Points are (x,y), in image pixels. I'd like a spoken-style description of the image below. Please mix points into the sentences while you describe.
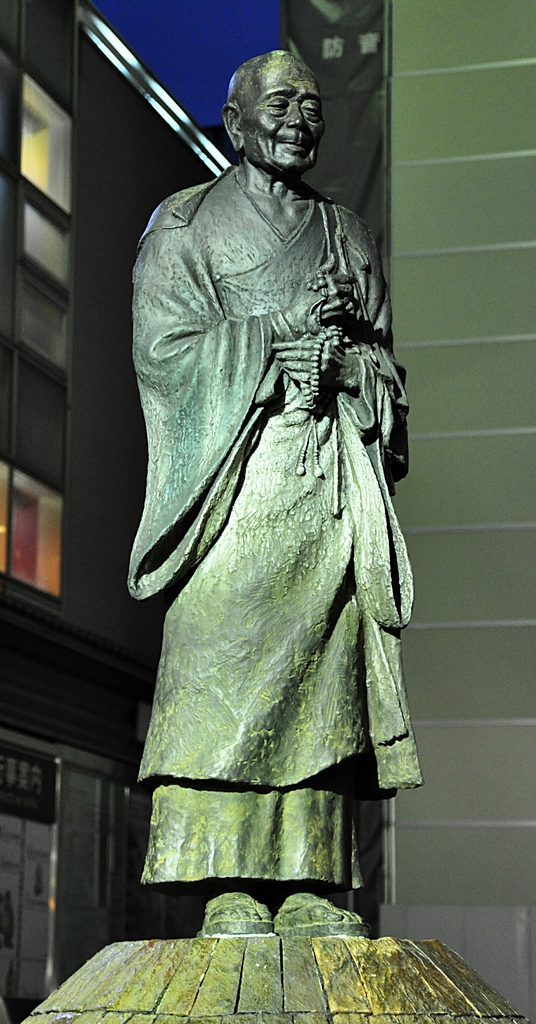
In this image there is a statue (266,675) in the middle (258,600). In the background (94,305) there are buildings (78,430). At the top (191,30) there is the sky (222,22). On the right side (430,343) there is a wall (458,250).
